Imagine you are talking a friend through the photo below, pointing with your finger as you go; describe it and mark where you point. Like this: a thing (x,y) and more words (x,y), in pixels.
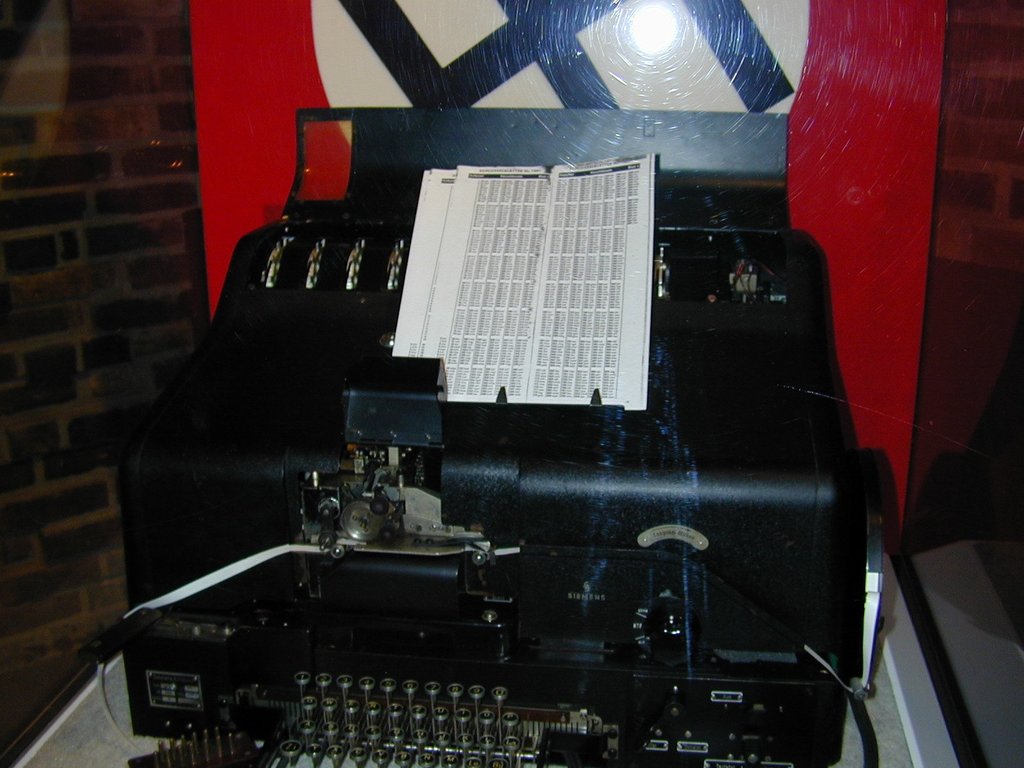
In this image I can see the electronic device (509,516). In the background (164,131), I can see the wall (182,134).
